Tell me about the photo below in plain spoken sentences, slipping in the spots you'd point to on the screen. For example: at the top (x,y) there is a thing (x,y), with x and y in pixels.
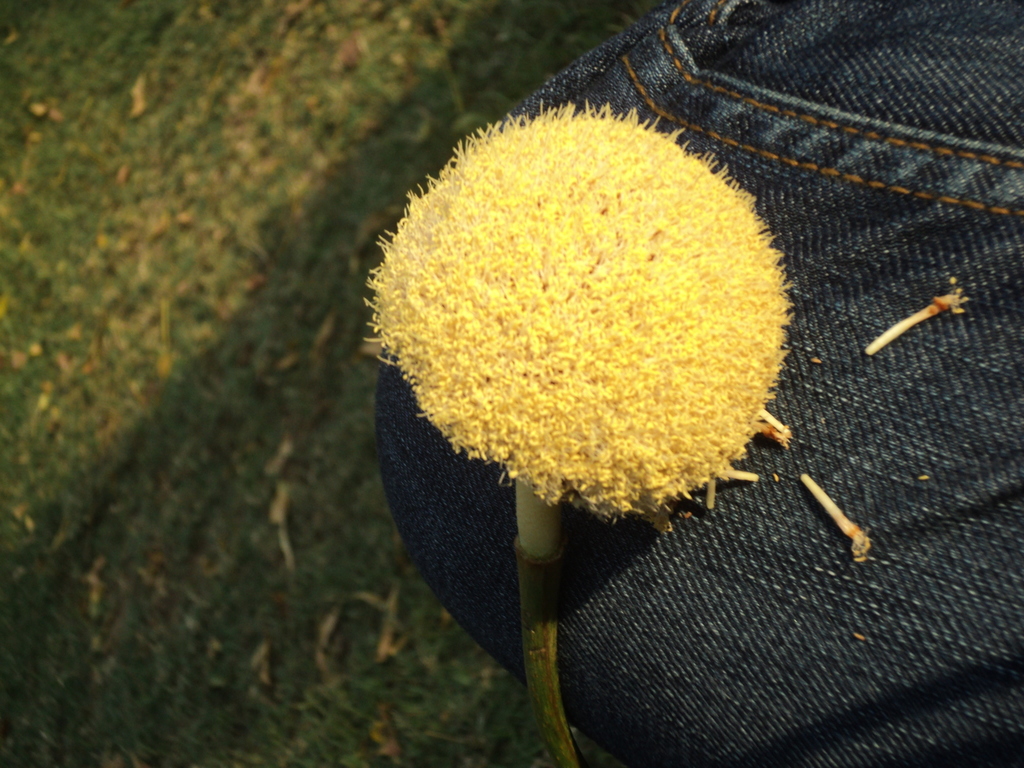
In the picture I can see a yellow flower (626,361) and there is a black jean pant (931,390) in the right corner (926,276) and there is greenery ground (151,393) in the left corner (78,400).
